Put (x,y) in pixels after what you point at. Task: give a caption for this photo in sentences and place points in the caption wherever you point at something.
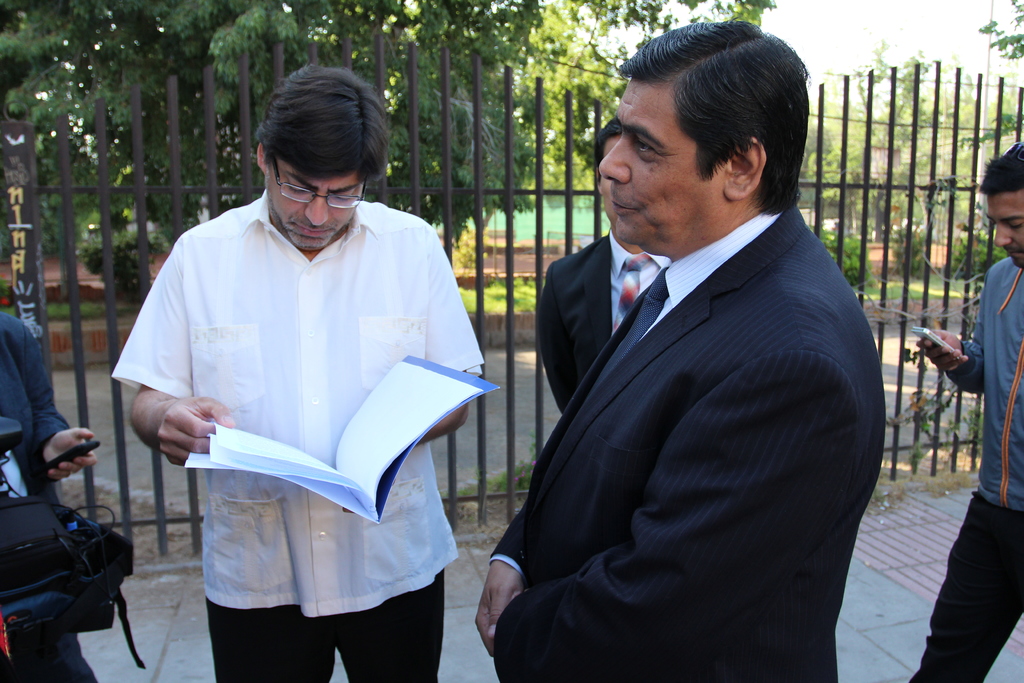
I can see this image few men (437,334) are standing on the ground (502,392). The person (328,429) on the left side (291,412) is holding a book (393,430) in his hand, the person (742,409) on the right side (758,512) is wearing black suit (675,421). In the background (330,65) I can see a fence (537,184), couple of trees (383,6) on the ground (161,584).
